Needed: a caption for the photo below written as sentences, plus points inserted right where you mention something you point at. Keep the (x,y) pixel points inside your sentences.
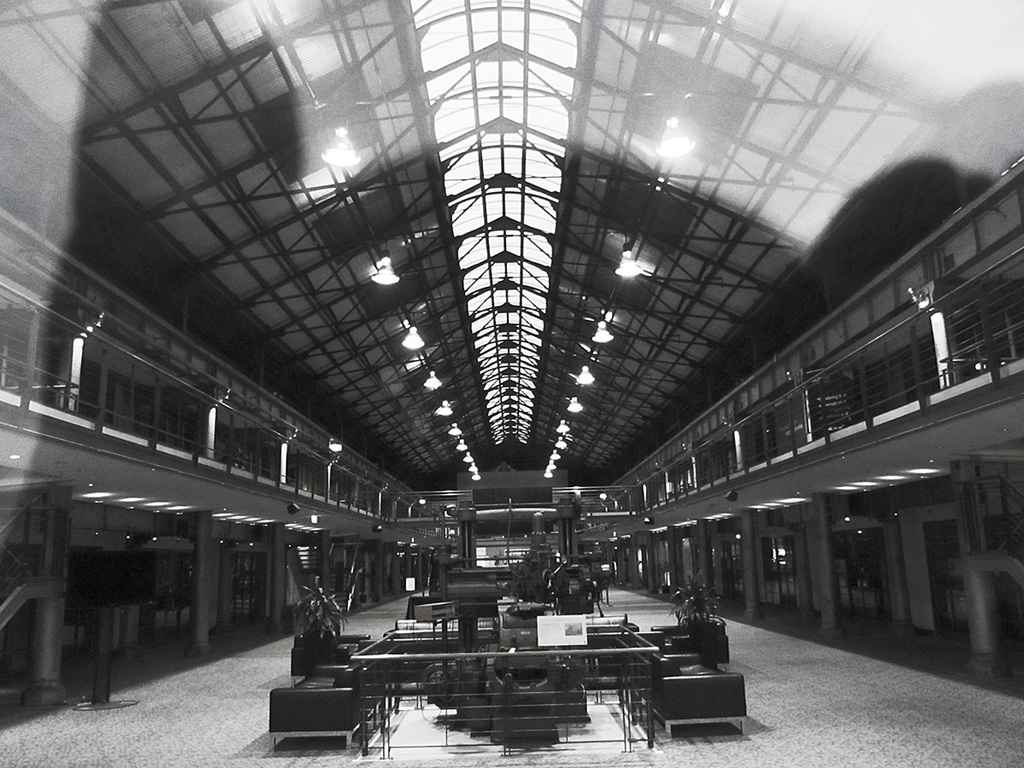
This is the picture of a building (988,454). In this image there are plants (319,625) and sofas (738,695) and there is a railing (383,749) and there are pillars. At the top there are lights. At the bottom (812,702) there is a floor (821,673).
